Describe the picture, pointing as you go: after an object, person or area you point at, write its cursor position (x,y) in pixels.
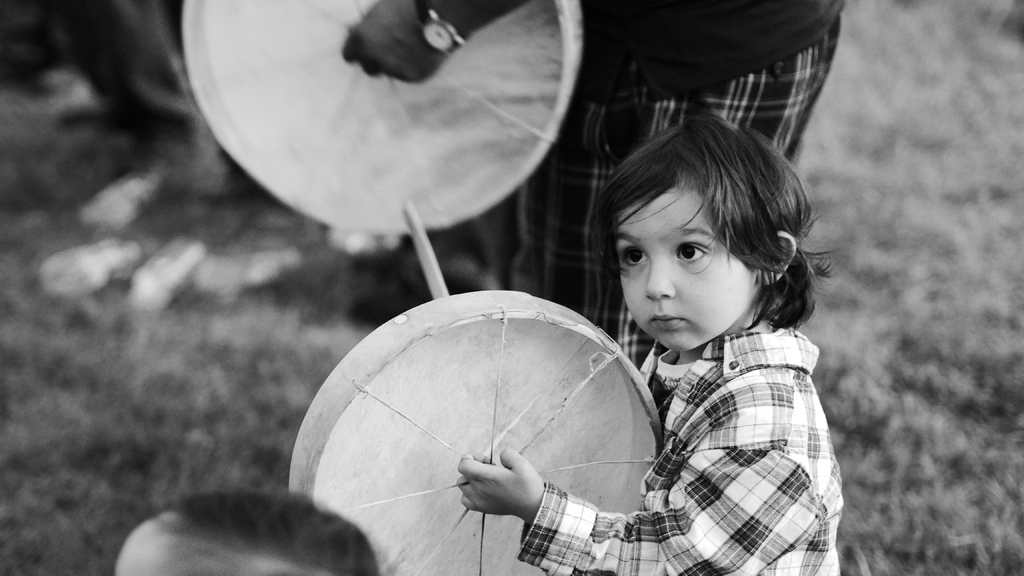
A boy (676,370) is playing drum (518,443) behind him a person (430,64) is playing drum (509,89).
